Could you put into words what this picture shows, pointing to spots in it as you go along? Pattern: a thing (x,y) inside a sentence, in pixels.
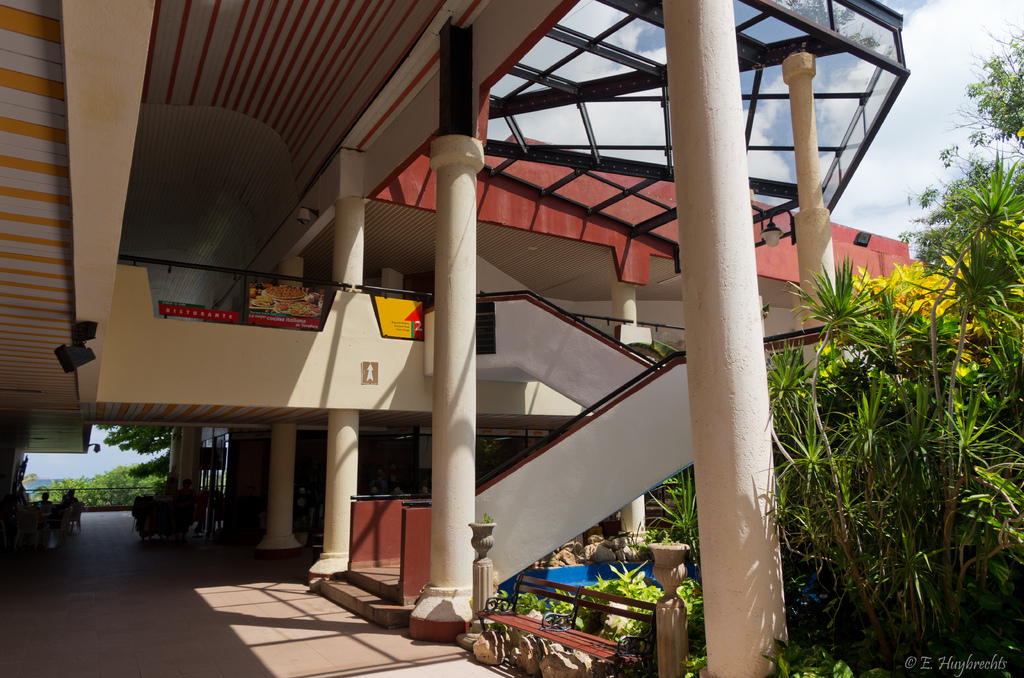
In this image we can see a building (454,222) with pillars (462,234) and a staircase (506,514). We can also see a group of people (192,522) sitting under a roof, some plants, a fence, some stones (558,658), a bench (495,602), trees (855,457) and the sky (857,184) which looks cloudy.
